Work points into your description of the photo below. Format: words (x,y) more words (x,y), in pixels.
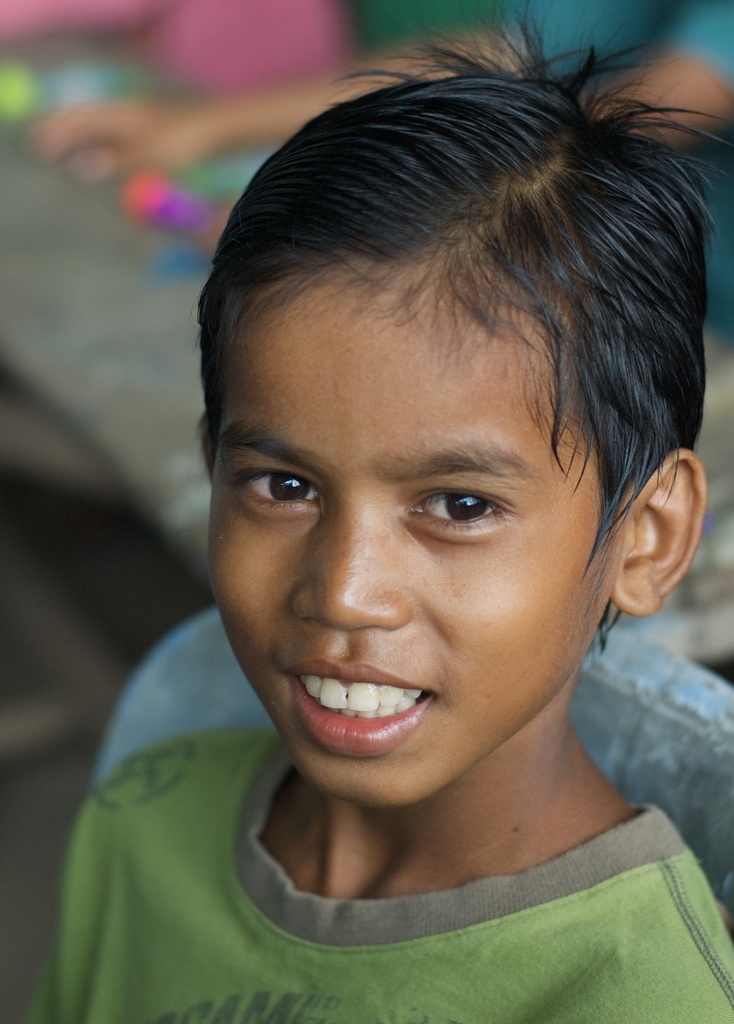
We can see in the image there is a kid (518,718) in front (386,912) who is sitting and he is smiling. He is wearing a green colour shirt (235,887) and the background (429,13) is blurry.
